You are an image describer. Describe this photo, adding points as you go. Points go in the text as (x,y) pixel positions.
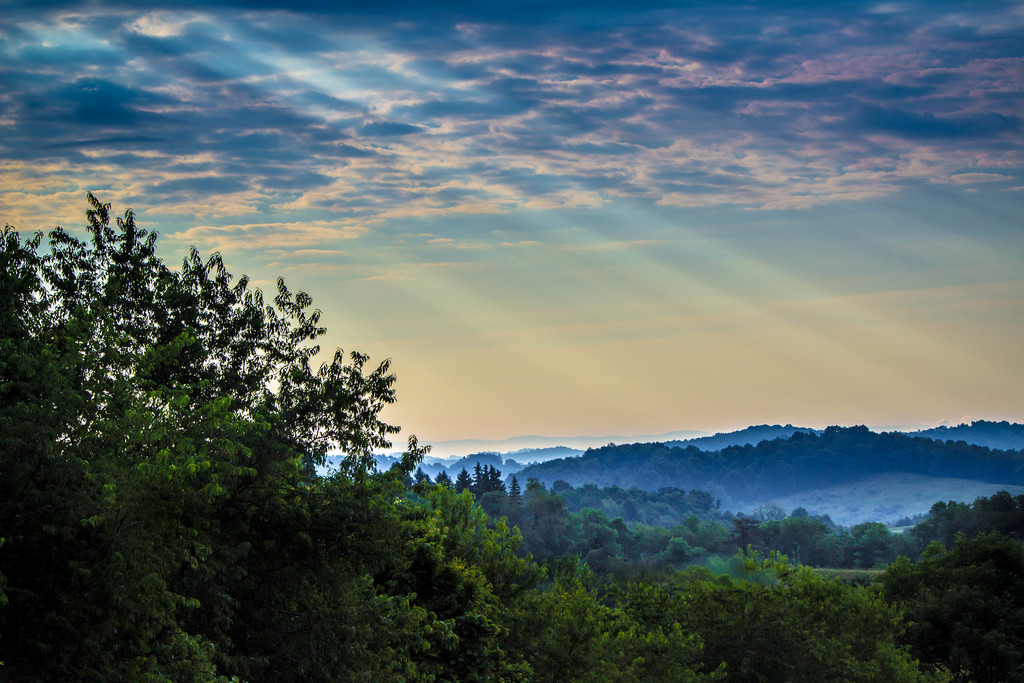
In this image there is the sky (562,177), there are clouds (520,169) in the sky (684,324), there are mountains (694,458), there are trees (409,546), there are mountains (815,445) truncated towards the right of the image (990,435), there are trees (936,582) truncated towards the right of the image (976,558), there are trees (160,613) truncated towards the left of the image (73,463), there are trees (683,641) truncated towards the bottom of the image (640,629).
